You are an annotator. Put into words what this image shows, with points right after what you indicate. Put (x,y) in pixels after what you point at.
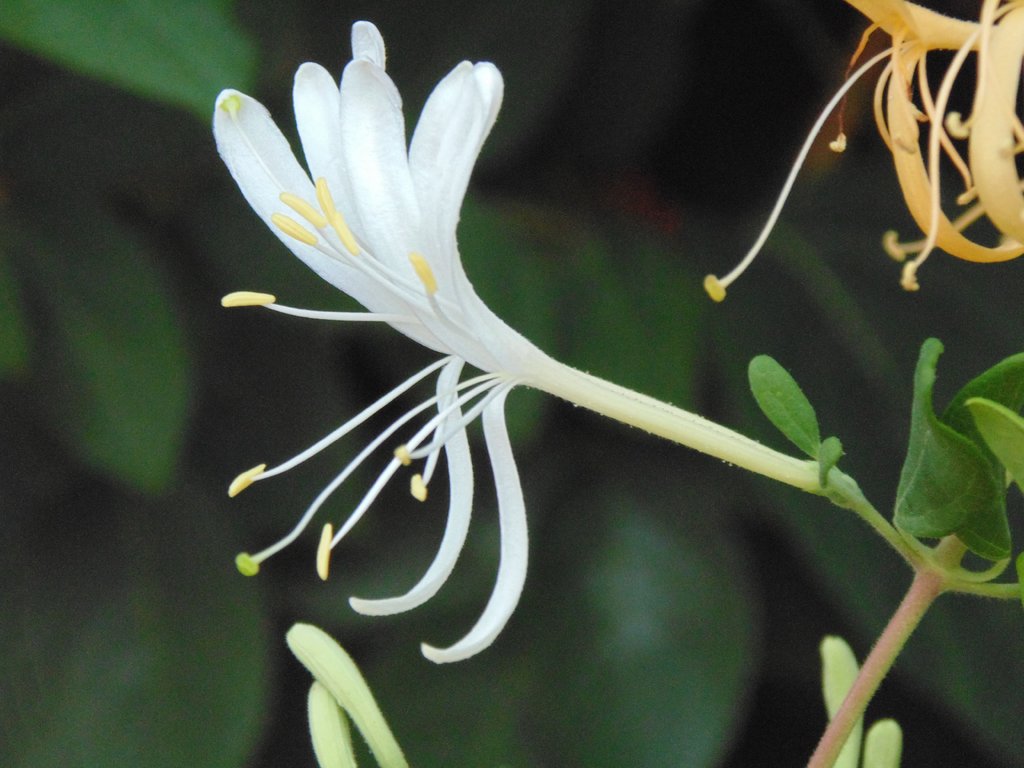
In this image there is a white flower (431,347) in the middle (443,301). On the right side (907,521) there are leaves (928,534). In the background (172,338) there are big green colour leaves (184,623).
